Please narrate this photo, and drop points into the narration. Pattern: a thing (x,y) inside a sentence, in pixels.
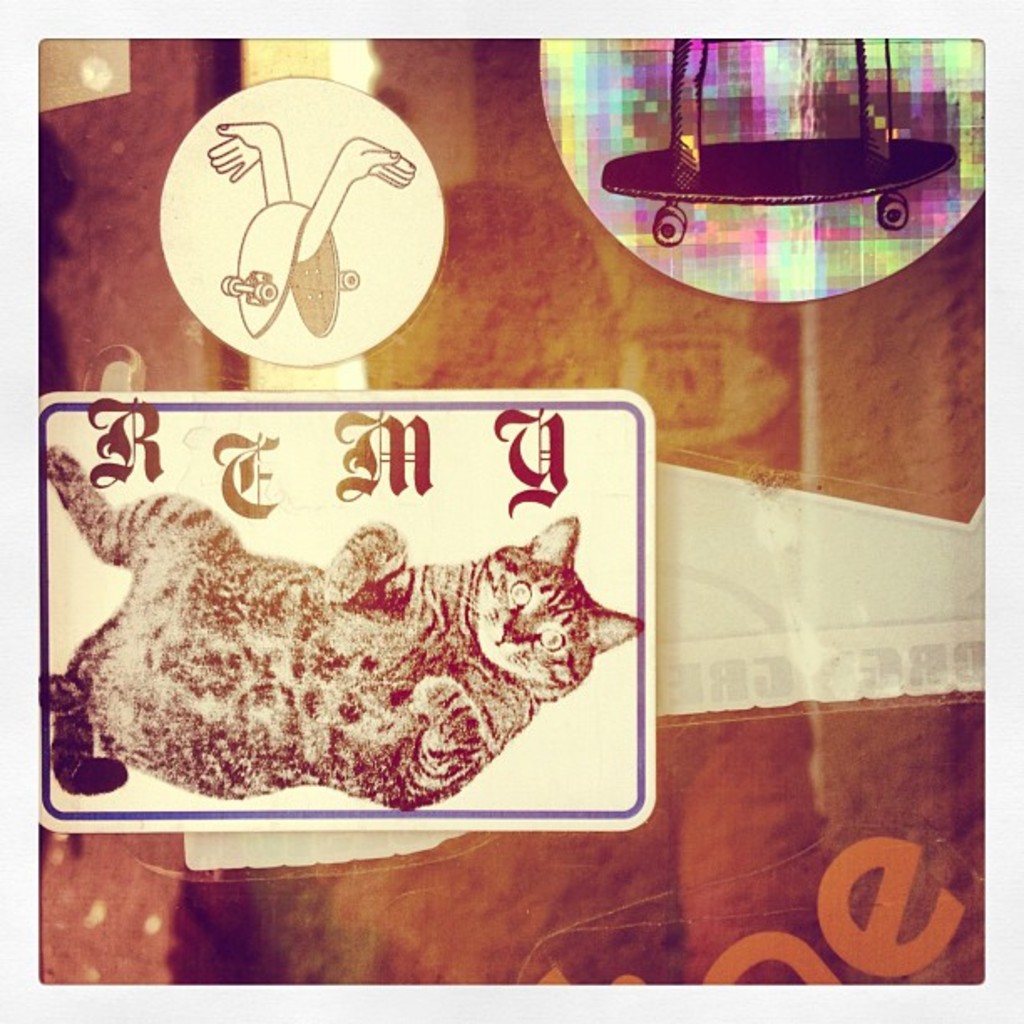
In this image we can see a board (320,559) and drawings (777,250).
